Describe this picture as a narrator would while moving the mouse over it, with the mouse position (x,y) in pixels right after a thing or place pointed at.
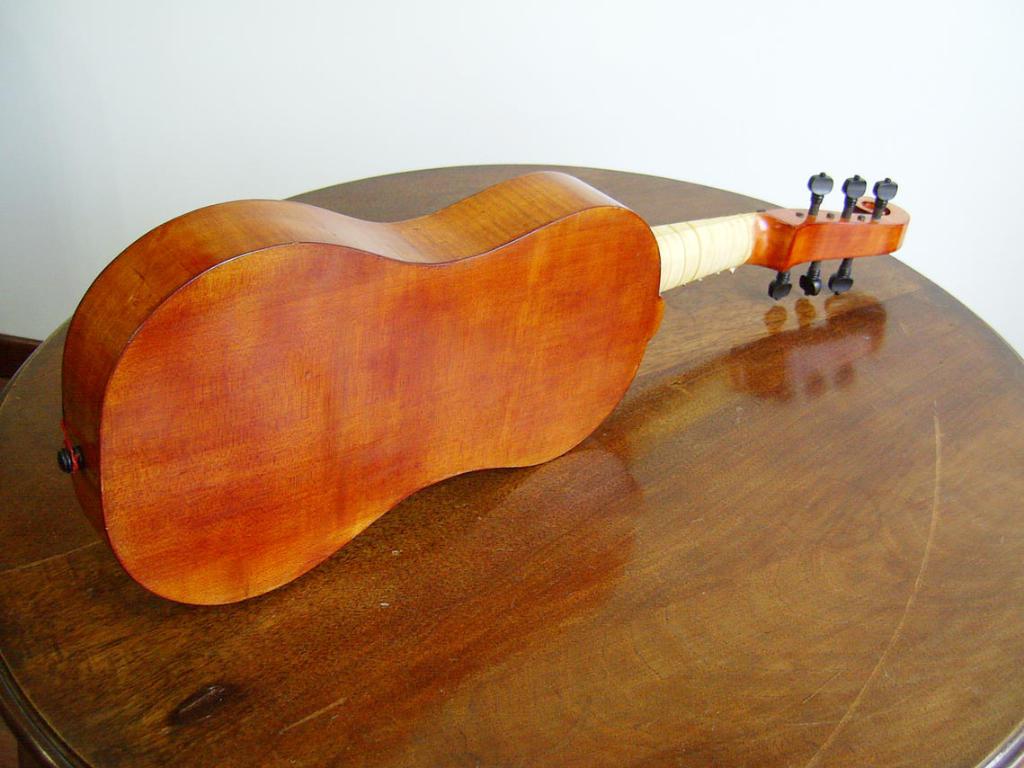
In this image I can see the backside (485,360) of an instrument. This instrument (282,365) is like an wooden texture. This is placed on the table (644,599). And this looks like a wall (445,90) which is white in color.
